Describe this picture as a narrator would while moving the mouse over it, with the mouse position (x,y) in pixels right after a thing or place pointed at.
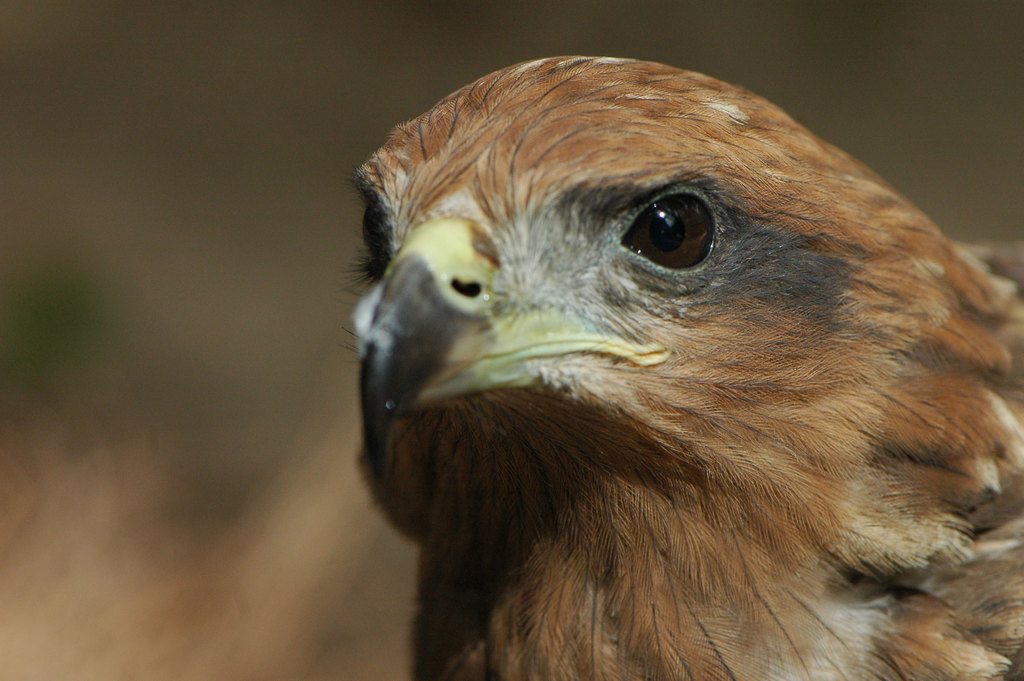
In this image we can see a bird (572,317), and the background (703,26) is blurred.
